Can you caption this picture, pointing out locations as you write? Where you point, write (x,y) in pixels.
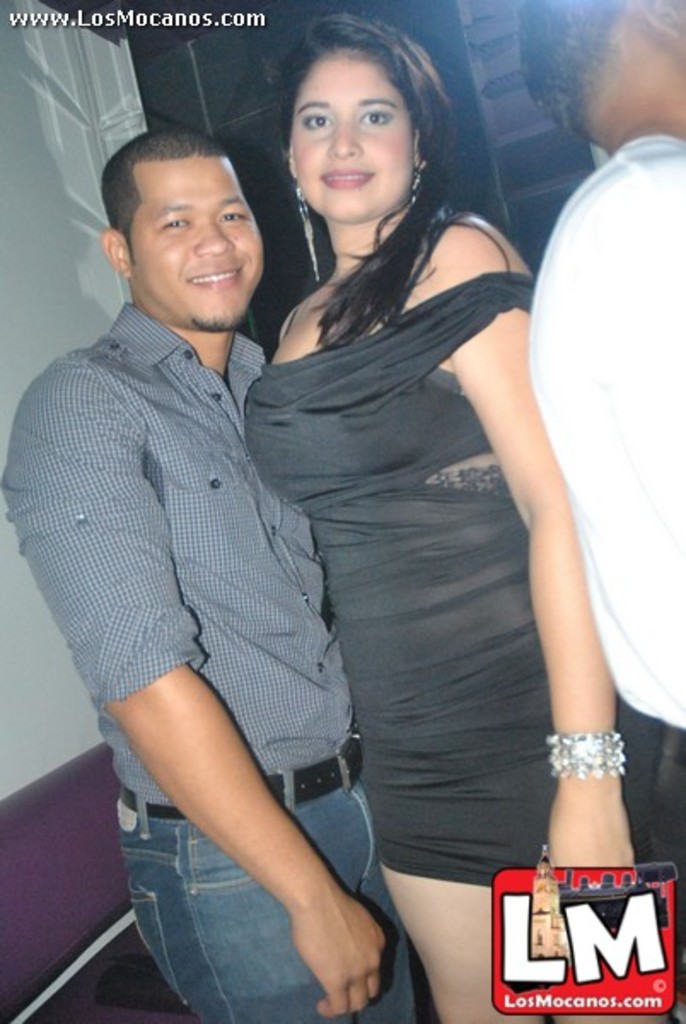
In this image there are two persons (298,329) standing and smiling, there is another person (666,480), and in the background (146,95) there are some items (226,69), and there are watermarks (601,1007) on the image.
